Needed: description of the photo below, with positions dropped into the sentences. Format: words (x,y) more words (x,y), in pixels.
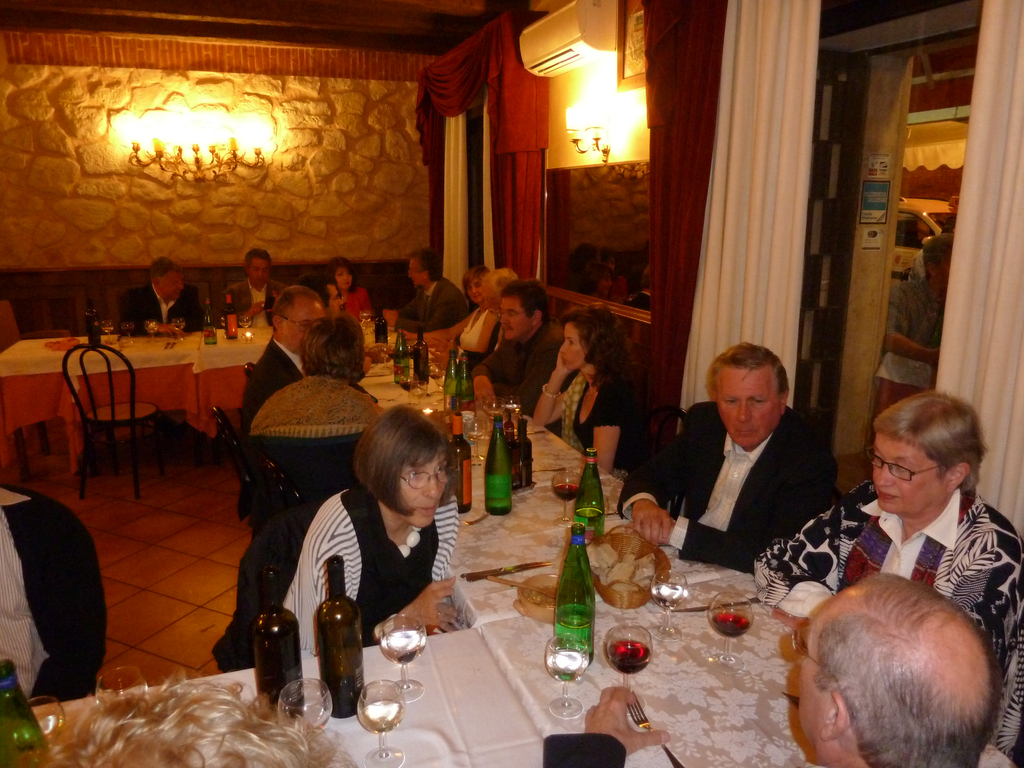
There are few people (404,472) sitting on the chair (249,494) at the table (161,373). On the table (224,378) there are wine bottles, spoons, forks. In the background (900,173) there is a wall (571,99), lights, curtains (958,267), windows (812,353) and AC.
